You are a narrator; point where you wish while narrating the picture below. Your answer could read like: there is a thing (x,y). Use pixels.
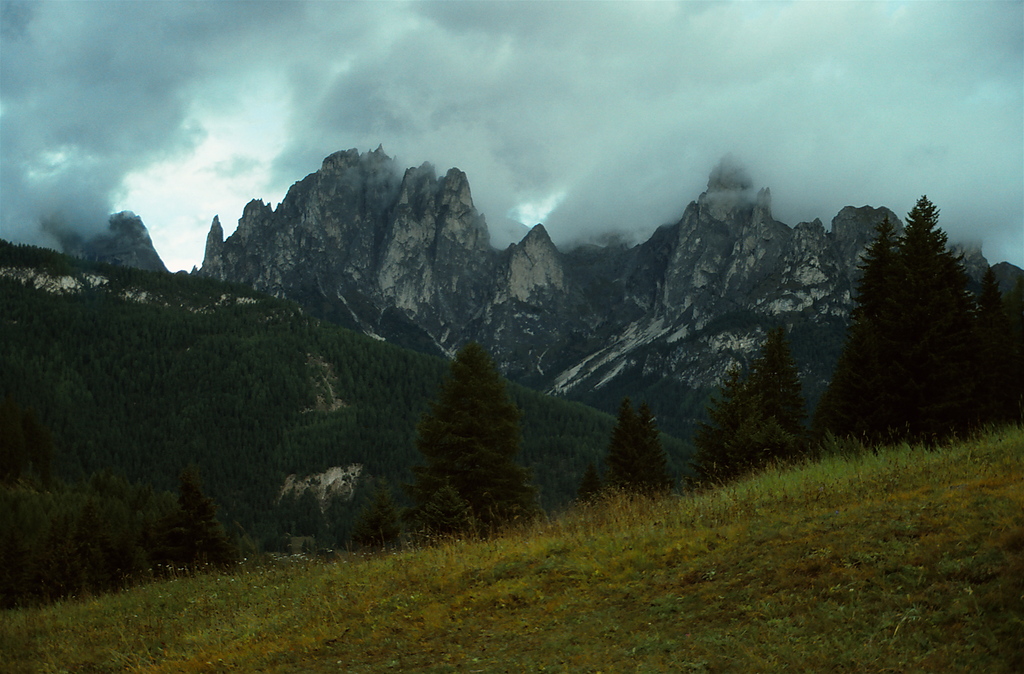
In this image we can see some grass (73,641), trees (422,405) and in the background of the image (373,372) there are some mountains (547,272) and cloudy sky (471,102).
